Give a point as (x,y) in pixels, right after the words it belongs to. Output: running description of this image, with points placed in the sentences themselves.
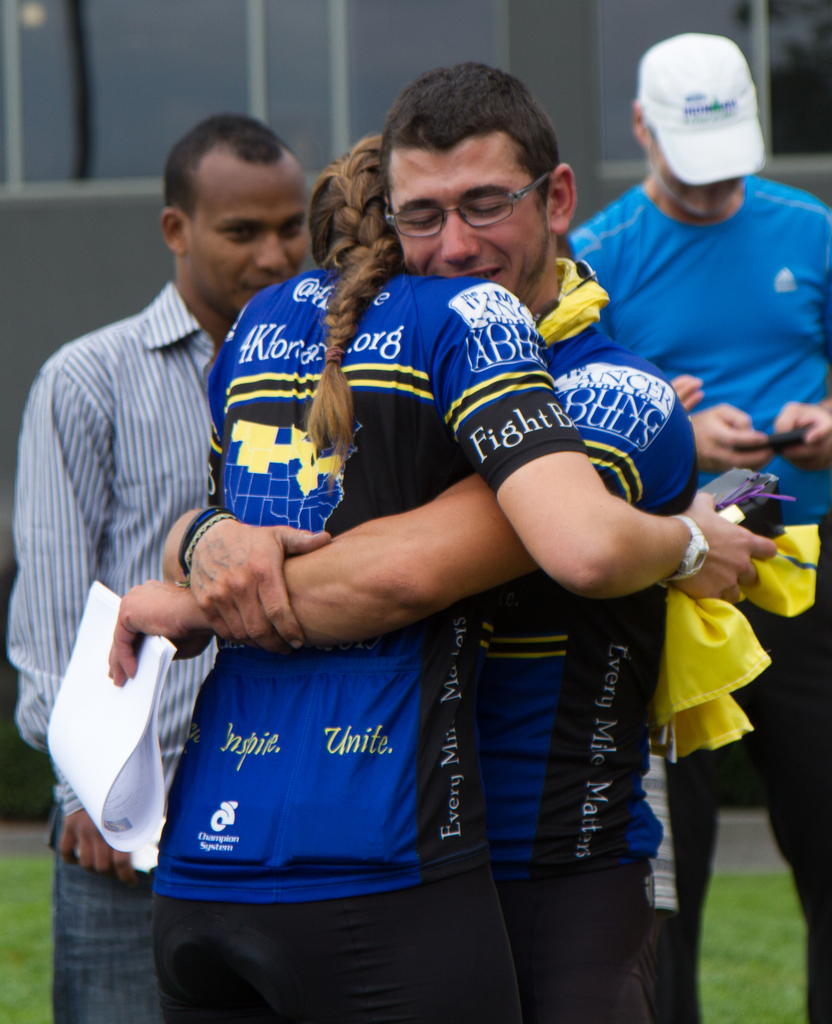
In this image there is a man (541,668) and a woman (312,705) hugging each other, in the background (704,279) there are two men (723,225) standing.
